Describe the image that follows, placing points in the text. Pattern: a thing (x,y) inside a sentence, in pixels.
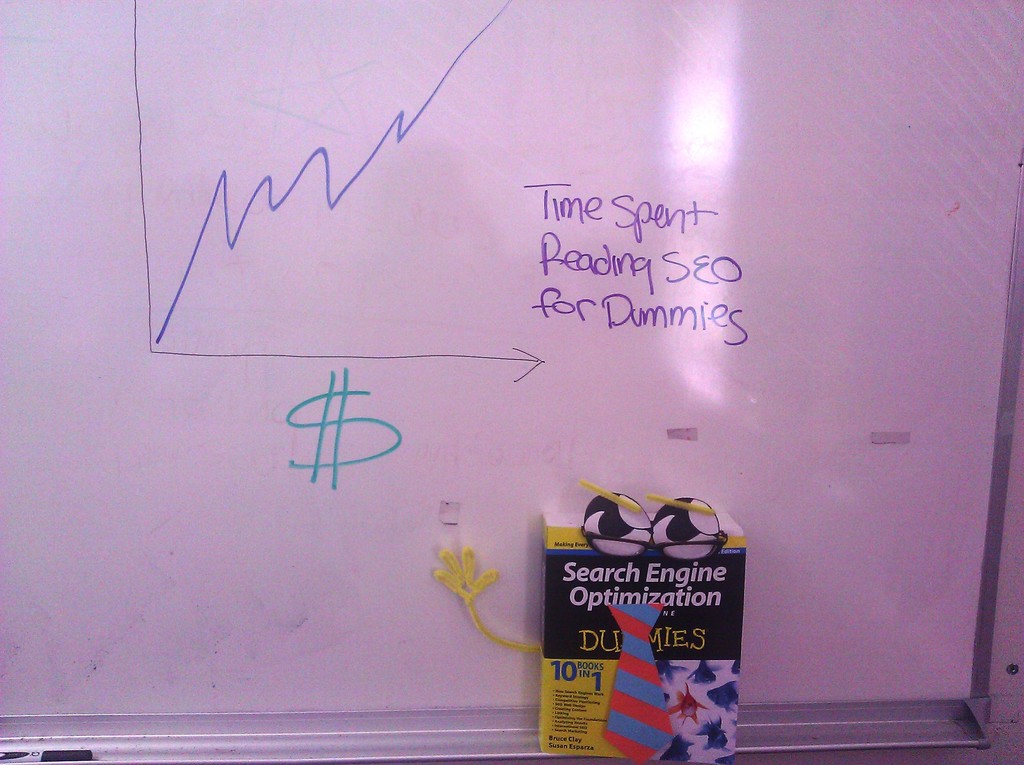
In the picture I can see white board (485,469), on which we can see words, in front (678,680) there is a book (582,638) placed.
